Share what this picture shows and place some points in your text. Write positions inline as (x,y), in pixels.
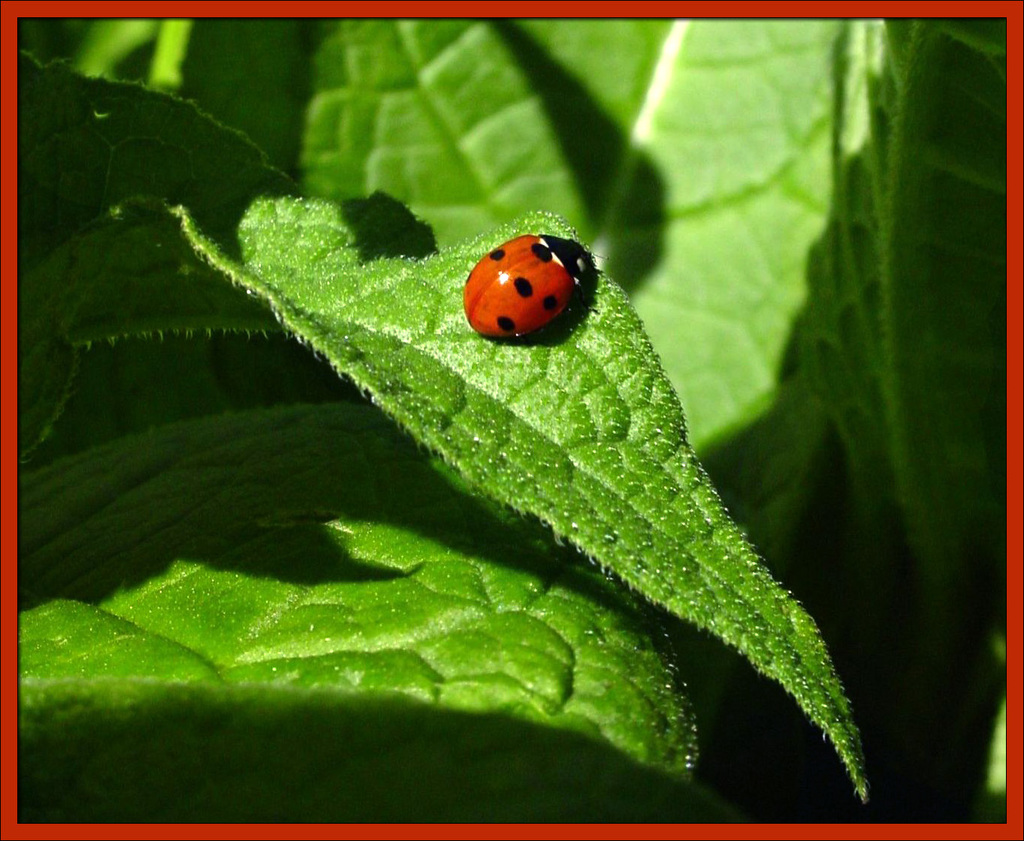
In the foreground of this image (464,303), there is an insect (469,306) on the leaf (427,370) around which there are leaves (175,490).
